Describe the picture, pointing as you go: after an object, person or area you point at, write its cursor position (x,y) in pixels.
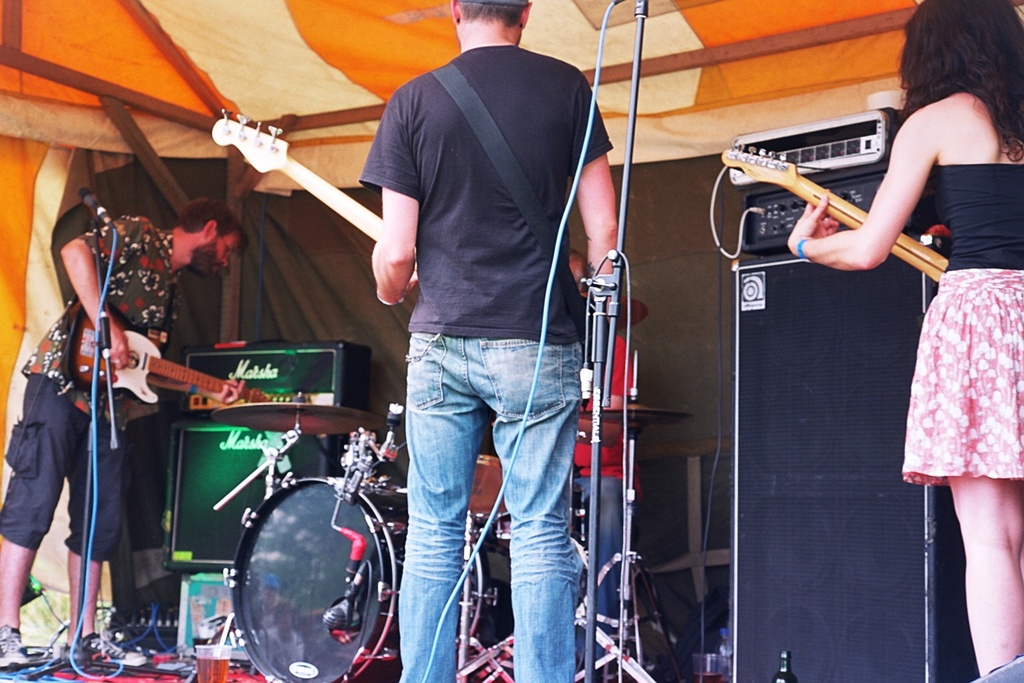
In the image we can see there are people (61,374) who are standing and holding guitar (920,270) in their hand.
